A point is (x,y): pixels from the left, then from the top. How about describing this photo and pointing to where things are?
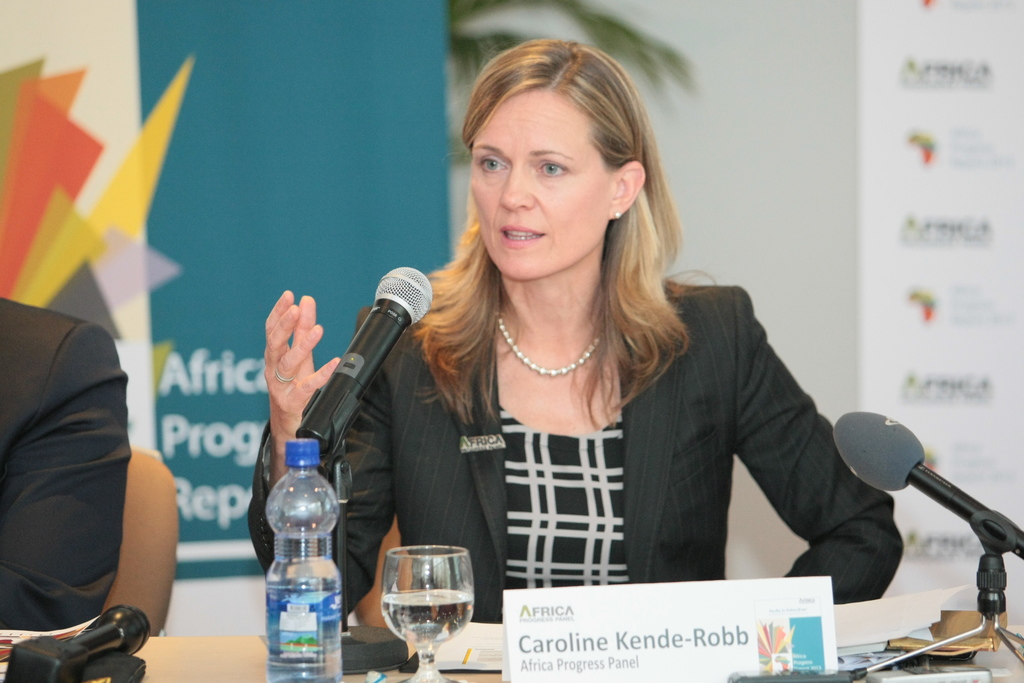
In this picture we can see woman (486,287) talking on mic (424,311) and in front of her we can see bottle (282,497), glass (453,594), name board (634,616) and beside to her we can see other man (105,497) and in background (362,91) we can see banner (416,153).
